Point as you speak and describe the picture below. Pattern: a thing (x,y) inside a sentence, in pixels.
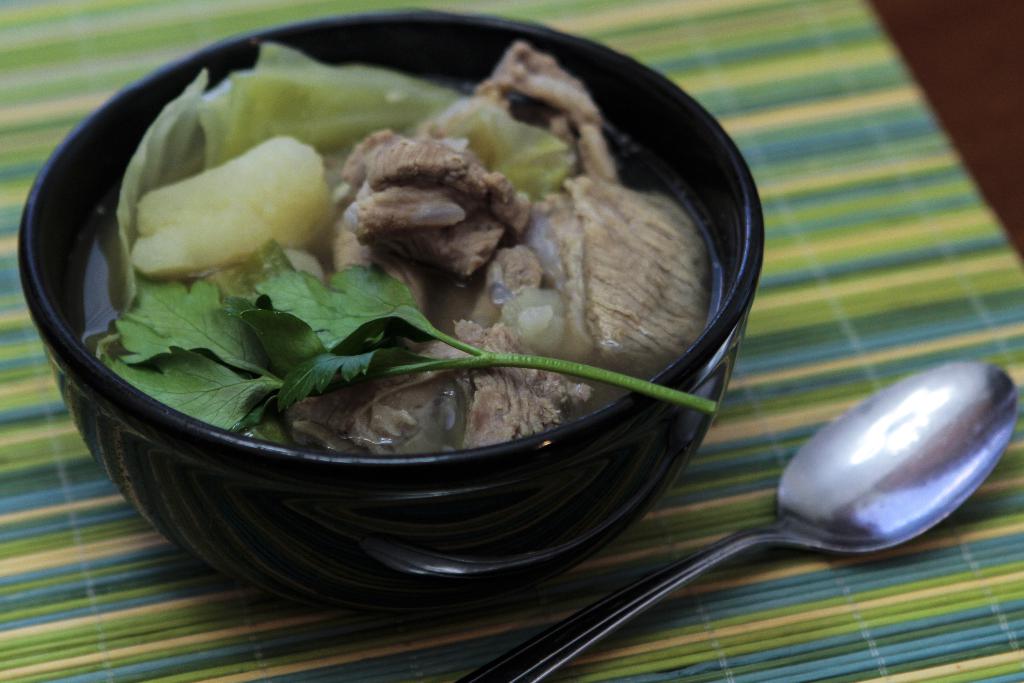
In the image there is some cooked food item (303,229) served in a bowl (232,476) and beside the bowl (505,398) there is a spoon (916,481).
